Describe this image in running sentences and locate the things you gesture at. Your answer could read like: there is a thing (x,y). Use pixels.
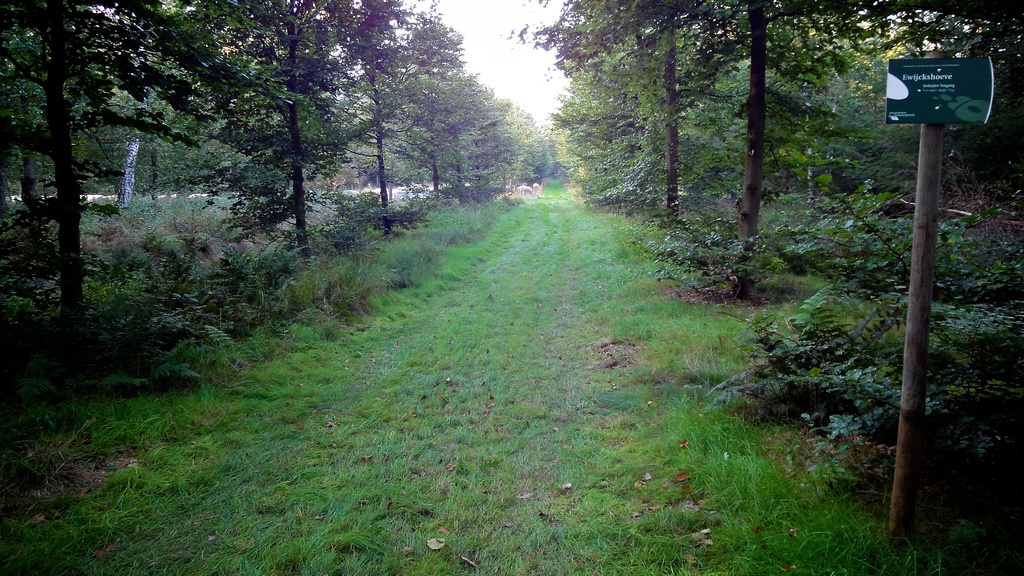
There is a grass (517,323). On both sides of this path (526,323), there are trees (196,111), plants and grass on the ground (639,366). In the background (526,171), there are animals (533,185), trees (585,156) and there is sky (487,13).
